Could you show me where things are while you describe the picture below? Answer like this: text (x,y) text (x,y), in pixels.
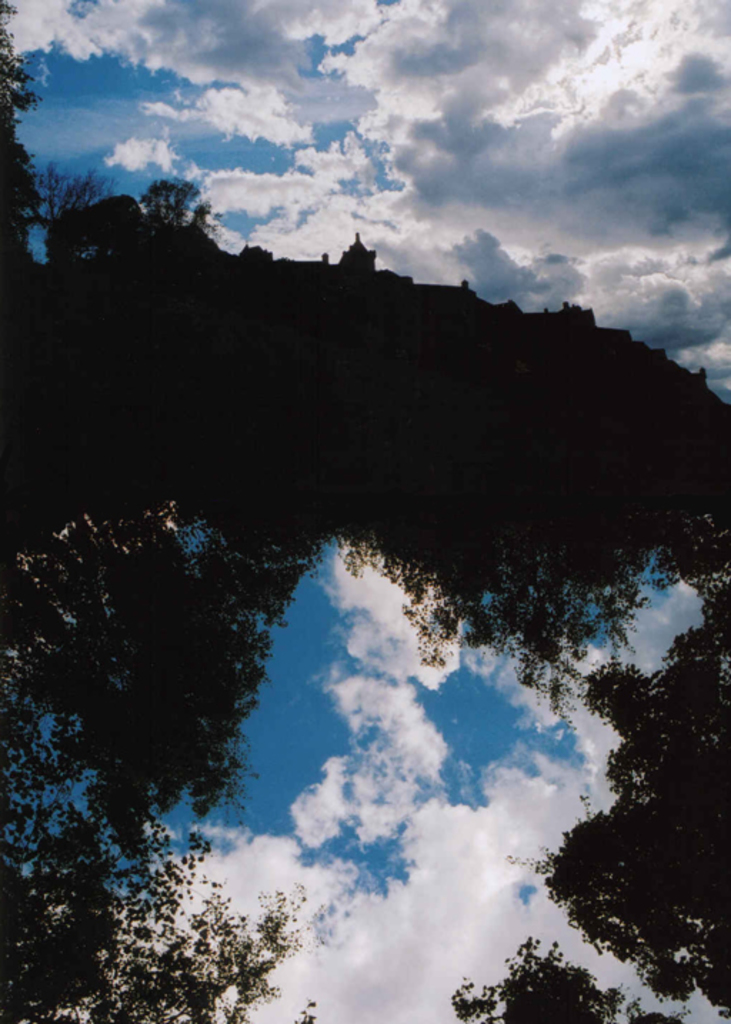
In this image, we can see some branches (93,635). There are clouds (361,614) in the sky (410,132).
